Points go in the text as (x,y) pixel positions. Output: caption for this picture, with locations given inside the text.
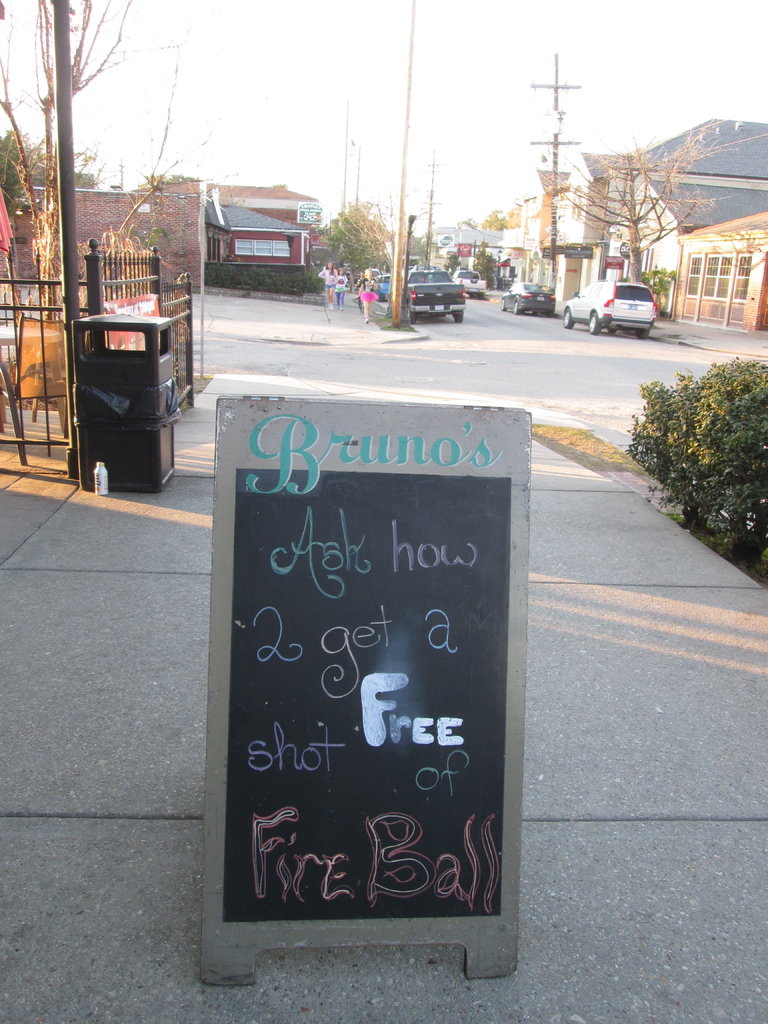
The picture is taken outside a city. In the foreground of the picture (357,634) there is a hoarding (349,688) on the footpath (640,523). On the right (606,322), there are houses (679,168), cars (552,309), poles (554,129), cables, road (507,312) and plants (695,394). In the center of the background (347,241) there are houses (478,240), trees (385,253), poles (400,257), people (360,291), cars (421,305) and road (404,349). On the left (98,236) there are trees (26,195), wall (96,229), railing (129,288) and a dustbin (127,406). It is sunny.
